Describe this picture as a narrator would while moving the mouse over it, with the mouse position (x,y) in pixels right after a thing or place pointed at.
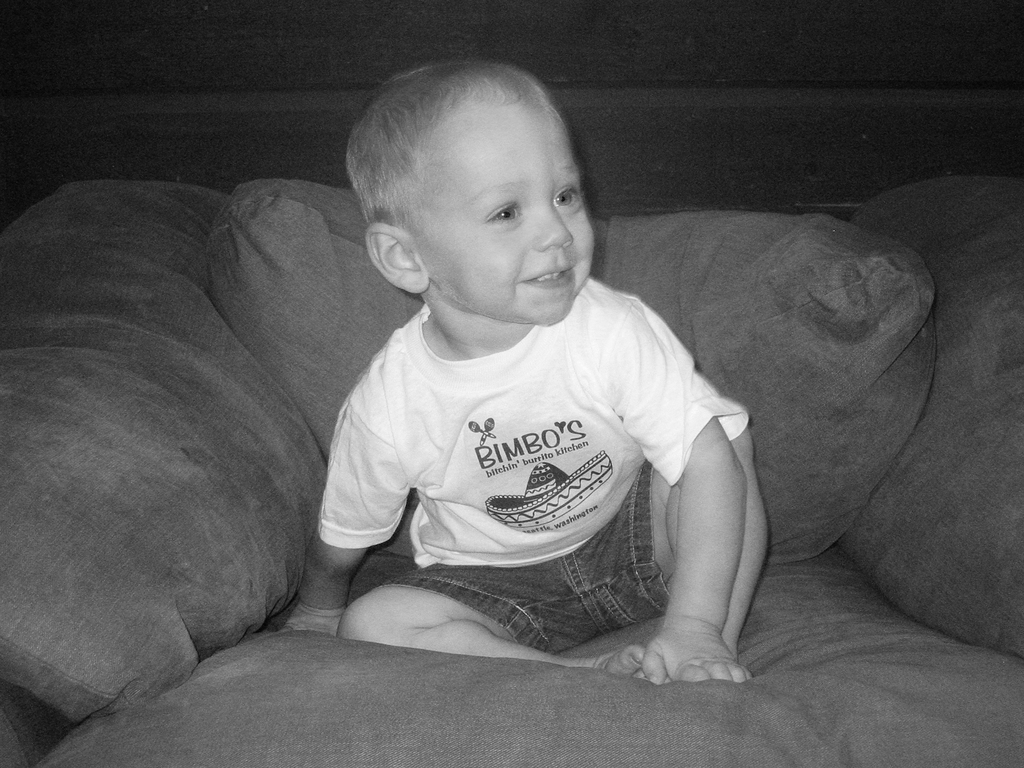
This is a black and white picture. Here we can see a kid (625,443) sitting on a couch (726,737) and there are pillows (730,382).
